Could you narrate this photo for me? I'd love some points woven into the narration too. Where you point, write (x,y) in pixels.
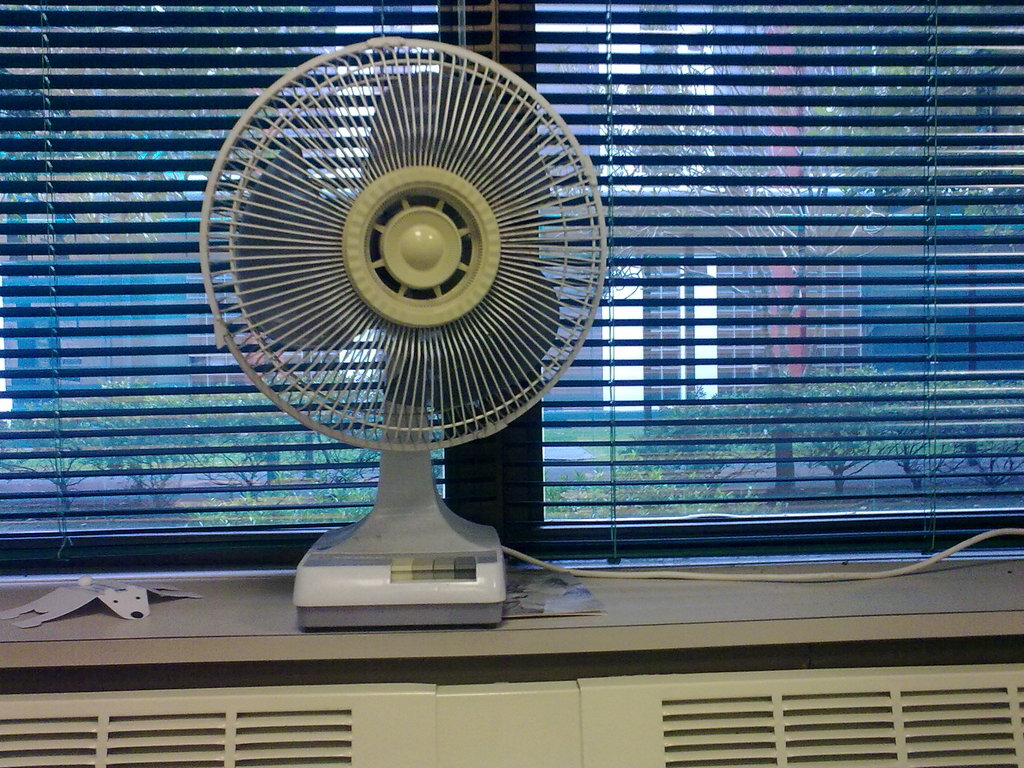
In this image there is a table fan (453,434) with a cable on a wooden platform (443,652), behind the fan (387,283) there is a window (94,257) with a curtain (608,143), behind the window (573,496) there are trees (854,464) and buildings (632,167).
